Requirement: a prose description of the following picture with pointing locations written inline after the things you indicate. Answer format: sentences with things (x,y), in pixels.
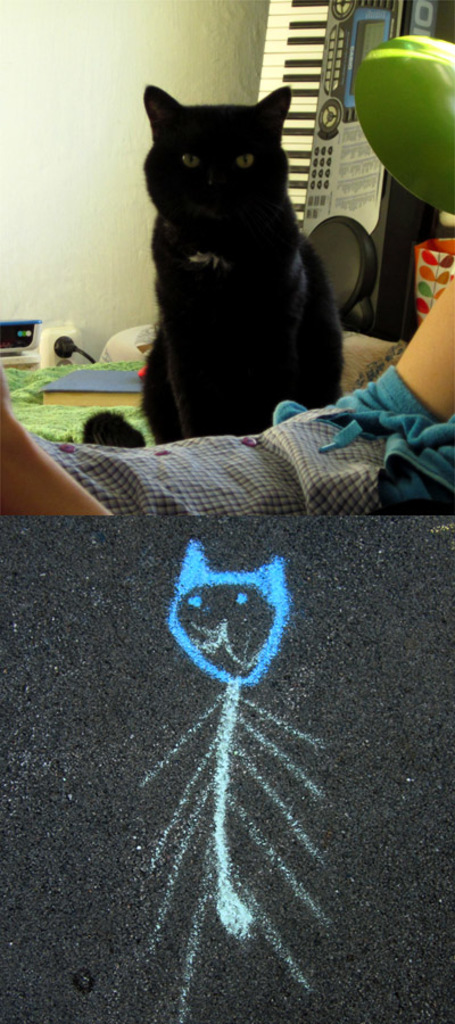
In this image, we can see a cat (254,216) in front of the wall (48,163). There is a piano (269,62) in the top right of the image (336,172). There is an art (228,579) at the bottom of the image (239,908).
